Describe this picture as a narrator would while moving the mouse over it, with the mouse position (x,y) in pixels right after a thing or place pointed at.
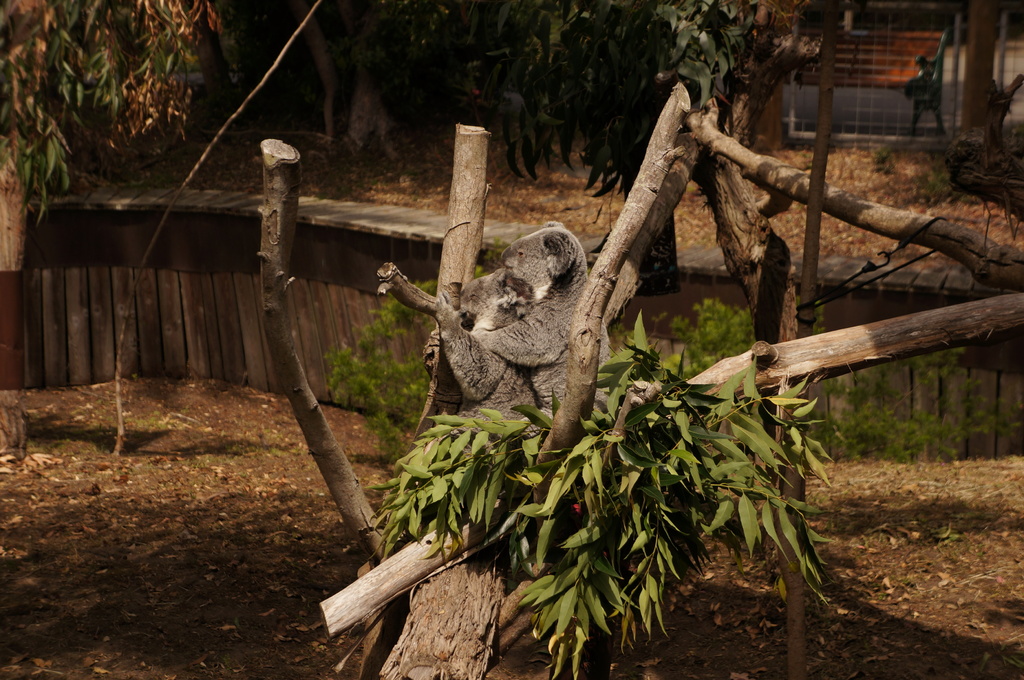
This image is taken outdoors. At the bottom of the image (219,581) there is a ground (146,475) with grass (108,439) on it and there are many dry leaves (61,476) on the ground (130,468). In the background (197,302) there is a wooden fence (960,398) and there is a bench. There are a few trees (635,55). There is a mesh (882,83). In the middle of the image (577,382) there is a bark (414,628) of a tree (489,577) and there are a few wooden sticks (443,412). There are a few green leaves (611,516).
